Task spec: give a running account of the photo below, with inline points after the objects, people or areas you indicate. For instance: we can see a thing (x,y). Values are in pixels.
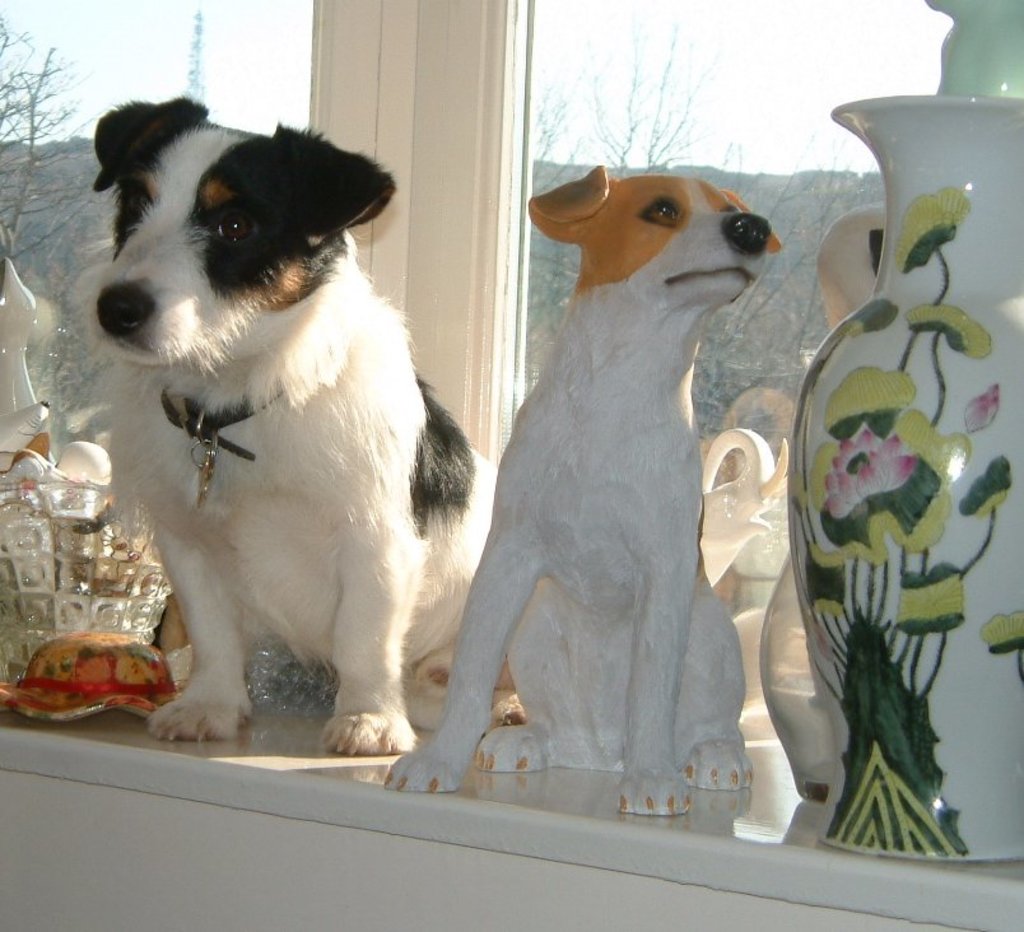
In this image we can see statue (586,455) of a dog (503,497), vase (921,550) and many other items (819,788) on a white surface (784,769). Also there is a dog (248,473) with a belt (205,431). In the back (109,88) there are windows (497,148). Through the windows (480,147) we can see trees (709,175) and sky (187,72).
